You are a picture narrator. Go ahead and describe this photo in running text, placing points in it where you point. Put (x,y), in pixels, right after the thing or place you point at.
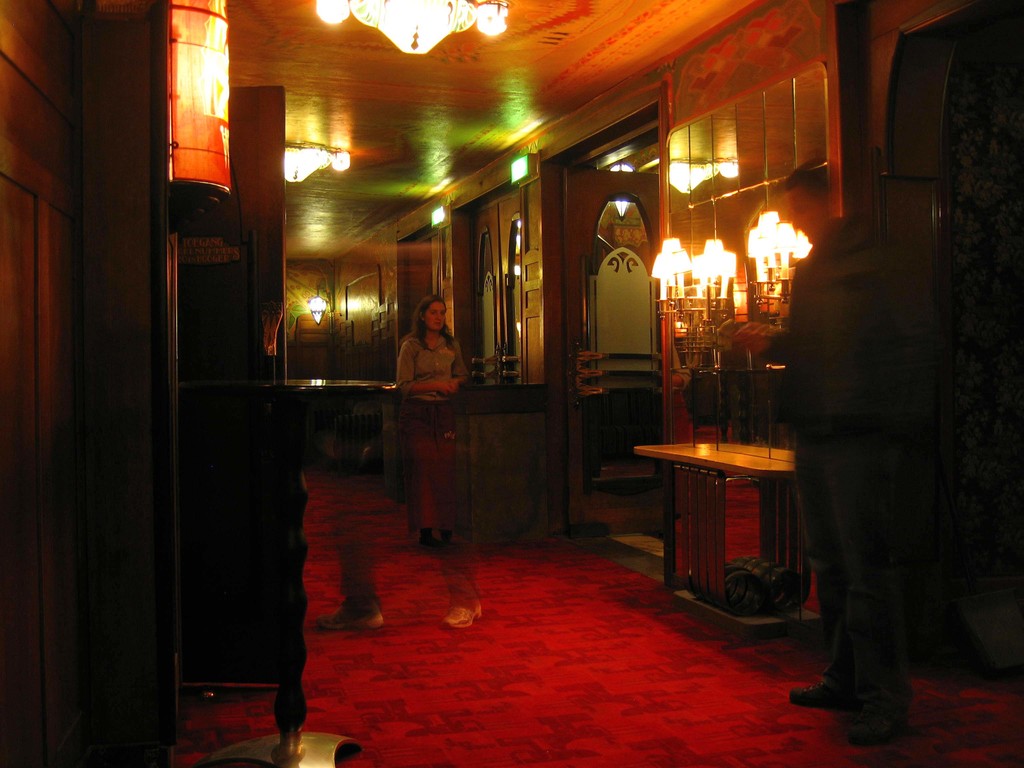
Man (862,643) standing here there are lights (409,28) this is door (605,313) and a woman (443,360) is standing here.
